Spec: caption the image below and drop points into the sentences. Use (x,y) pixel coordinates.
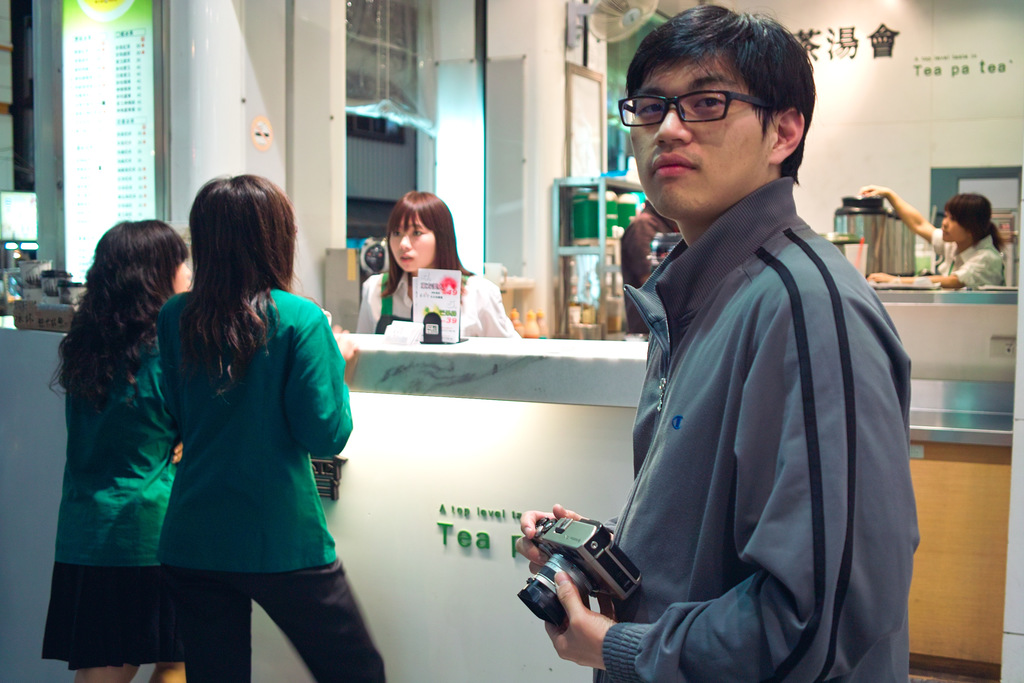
In the image we can see there is a person (789,289) who is standing in front (669,671) and holding camera (586,542) in his hand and behind there are people (232,367) who are standing and on table (544,347) there is menu card (422,309) and behind there is woman (955,248) who is standing and holding a kettle (848,203).
